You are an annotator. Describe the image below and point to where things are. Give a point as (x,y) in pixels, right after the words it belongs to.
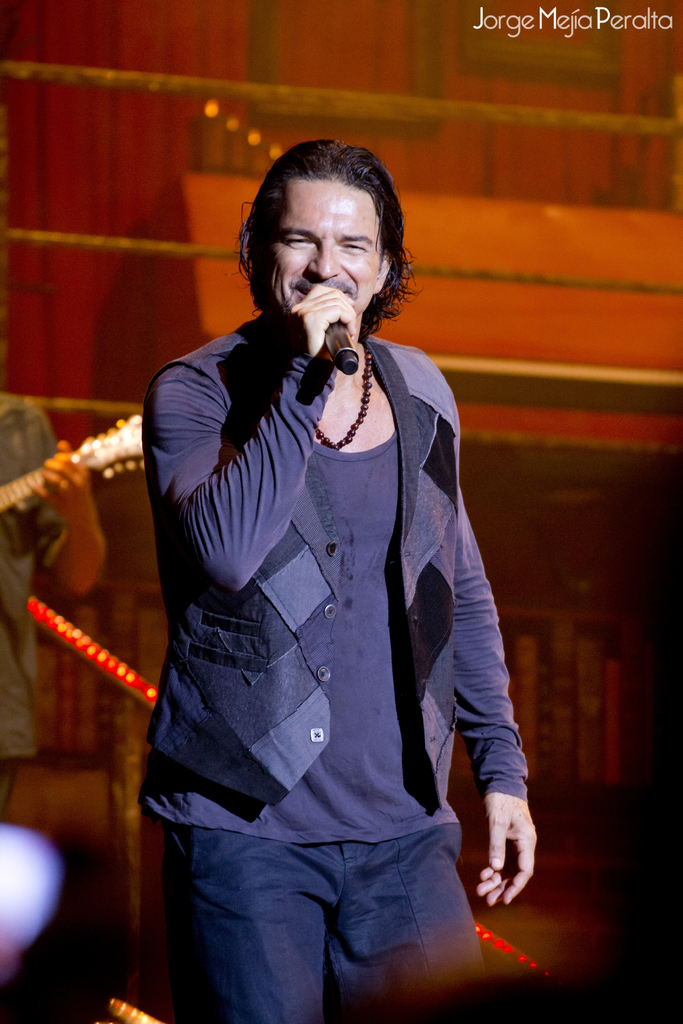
Here in this picture we can see a person (378,515) standing on a stage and singing a song in microphone (342,353) in his hand (340,312) and behind him also we can see a person (59,509) playing a guitar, which is present in his hands (56,492) and we can see decoration lights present here and there.
